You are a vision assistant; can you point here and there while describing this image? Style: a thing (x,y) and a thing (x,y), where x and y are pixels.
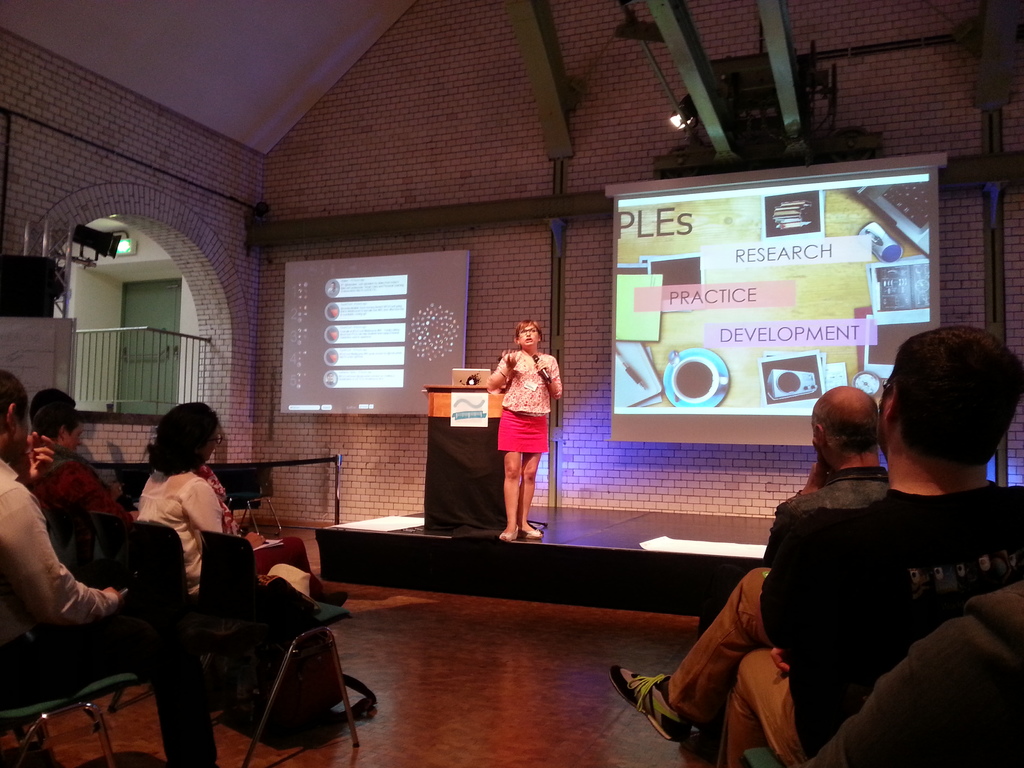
On the left side (81,533), there are persons (76,485) sitting on chairs (116,523), which are on the floor (416,685). On the left side (75,470), there are persons (715,642) sitting on chairs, in front of a woman (517,387), who is in skirt (511,434), and is standing on the stage (629,523), near a stand (466,523), on which, there is a laptop (459,374). In the background (765,352), there are two screens (453,294), near a wall (656,113), there is a light (692,111) attached to the wall (654,128), there is a roof (678,36), there is a door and there are other objects (36,263).
